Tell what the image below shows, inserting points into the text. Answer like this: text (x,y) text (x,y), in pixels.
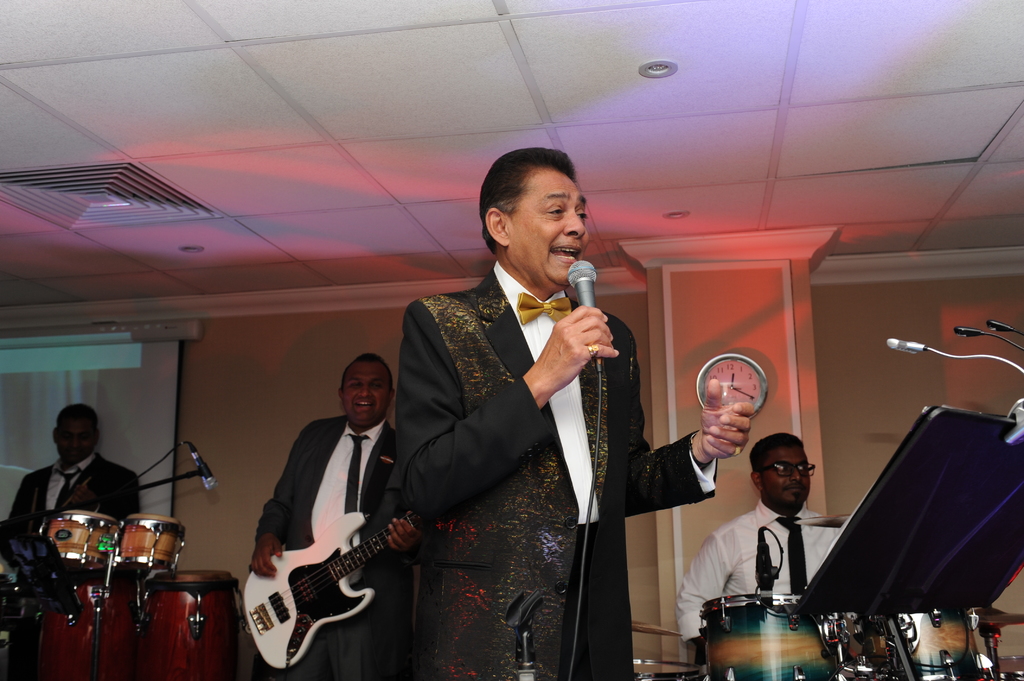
In this picture we can see man (488,476) holding mic (580,275) in his hand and singing and glass (739,386) in other hand (707,455) and in background (90,471) we can see three men (709,572) playing musical instruments (372,542) such as drums (834,620), guitar (304,595) and in background (687,392) we can see wall (927,305), watch (729,377), pillar (790,381).
